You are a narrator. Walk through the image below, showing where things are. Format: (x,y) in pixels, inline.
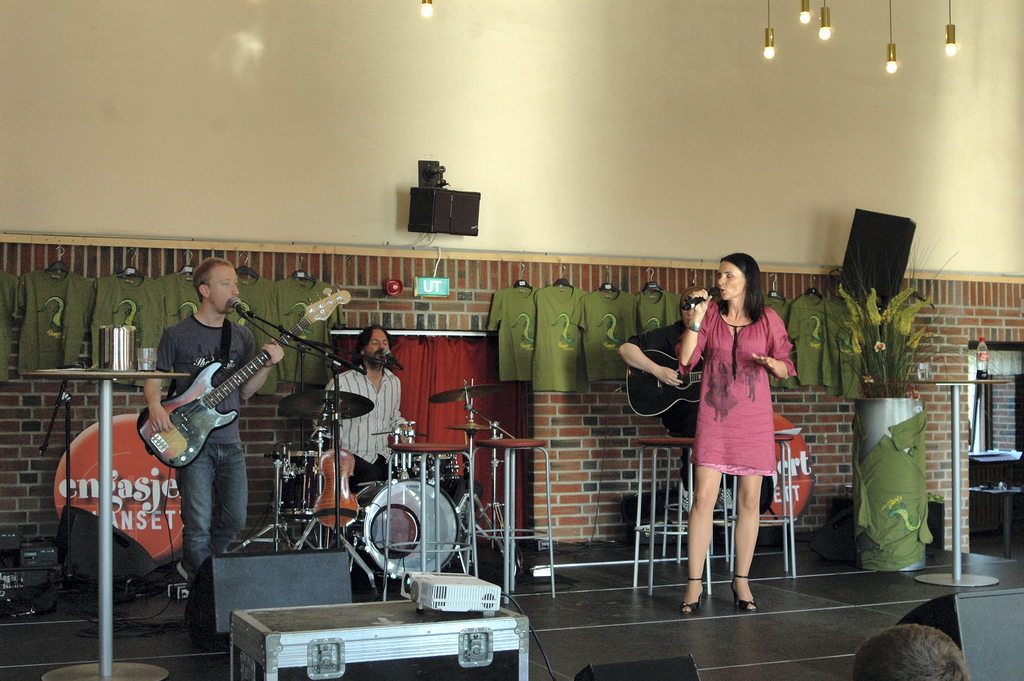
In this image, we can see people (381,405) and some are holding guitars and one of them is holding a mic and there are some musical instruments (318,453) and we can see some clothes (602,306), which are hanging to the hangers (609,289) and we can see a bottle (978,361), jar (132,335) and a glass (151,361), which are placed on the stands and there is a table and we can see some boxes (443,192), which are in black color and there is a wall (520,67) and we can see some lights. At the bottom (817,618), there is a floor (855,602) and there is a flower plant (902,374).
